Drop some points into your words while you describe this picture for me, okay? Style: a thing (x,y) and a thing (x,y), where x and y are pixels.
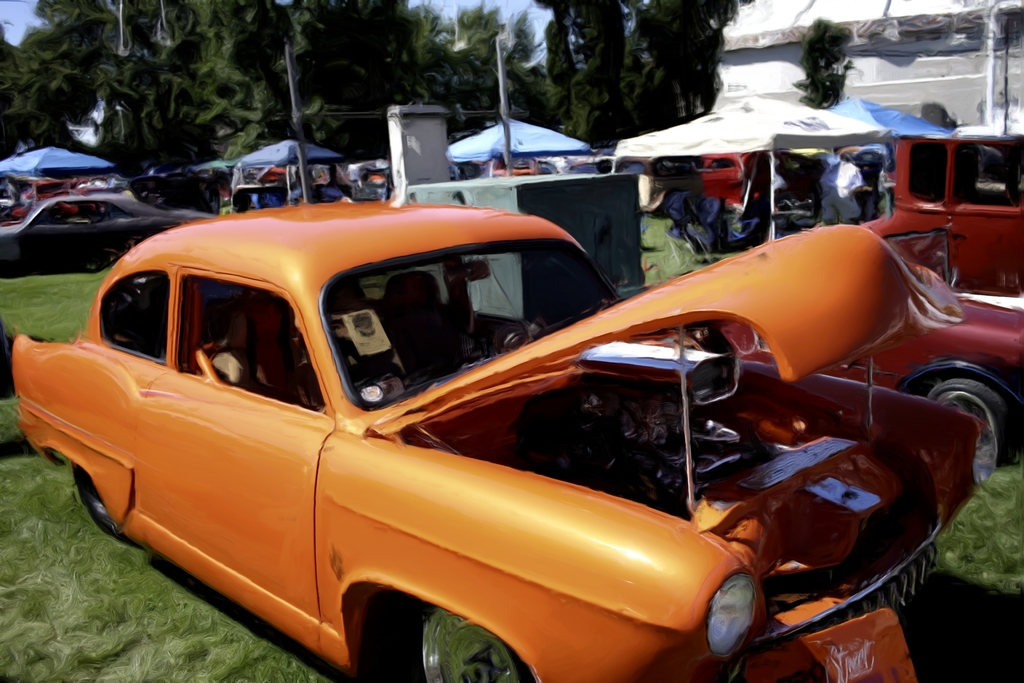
In this image I can see few vehicles (186,421), in front (240,441) the vehicle (221,434) is in orange color. Background (173,71) I can see few tents (646,133) in white color, trees (191,58) in green color and sky (20,18) in blue color.
